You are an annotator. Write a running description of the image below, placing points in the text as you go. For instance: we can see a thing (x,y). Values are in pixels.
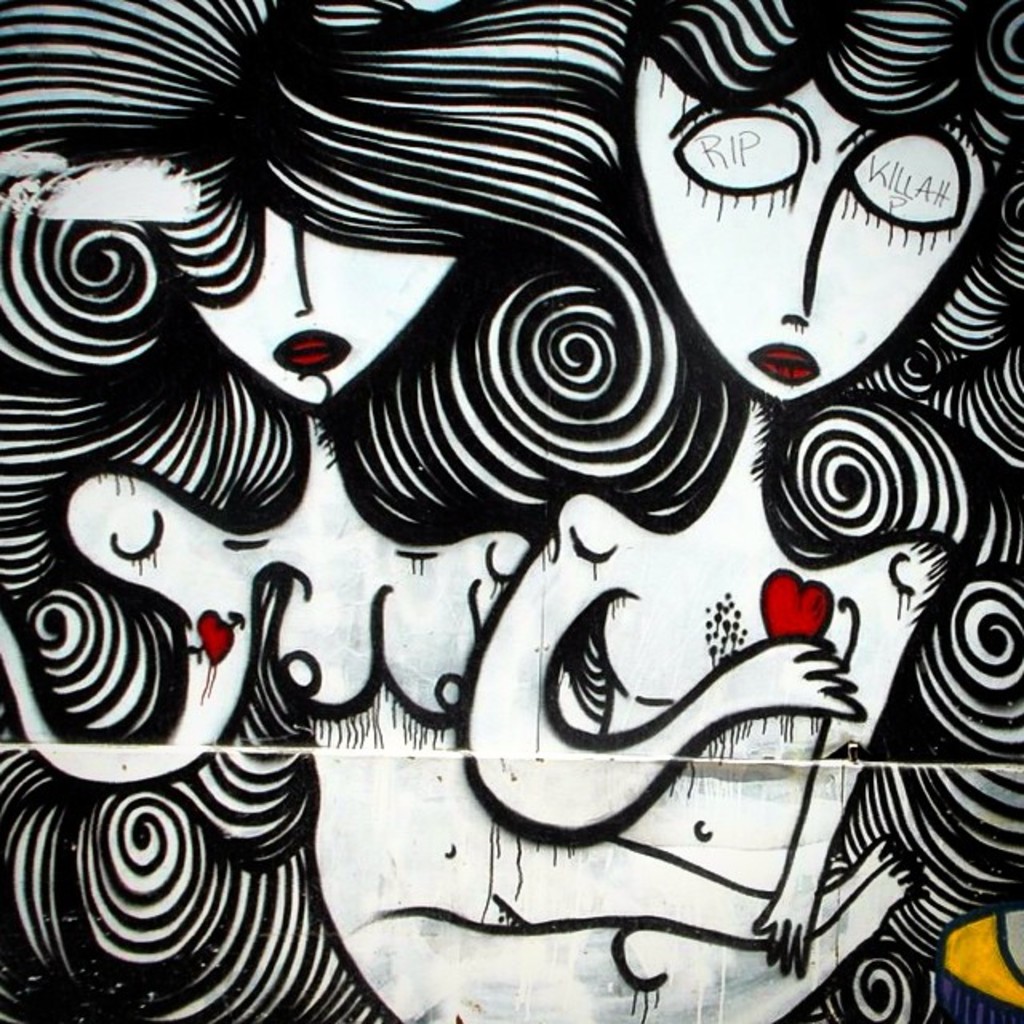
In this image we can see drawing (887,388) of two people (751,316).
